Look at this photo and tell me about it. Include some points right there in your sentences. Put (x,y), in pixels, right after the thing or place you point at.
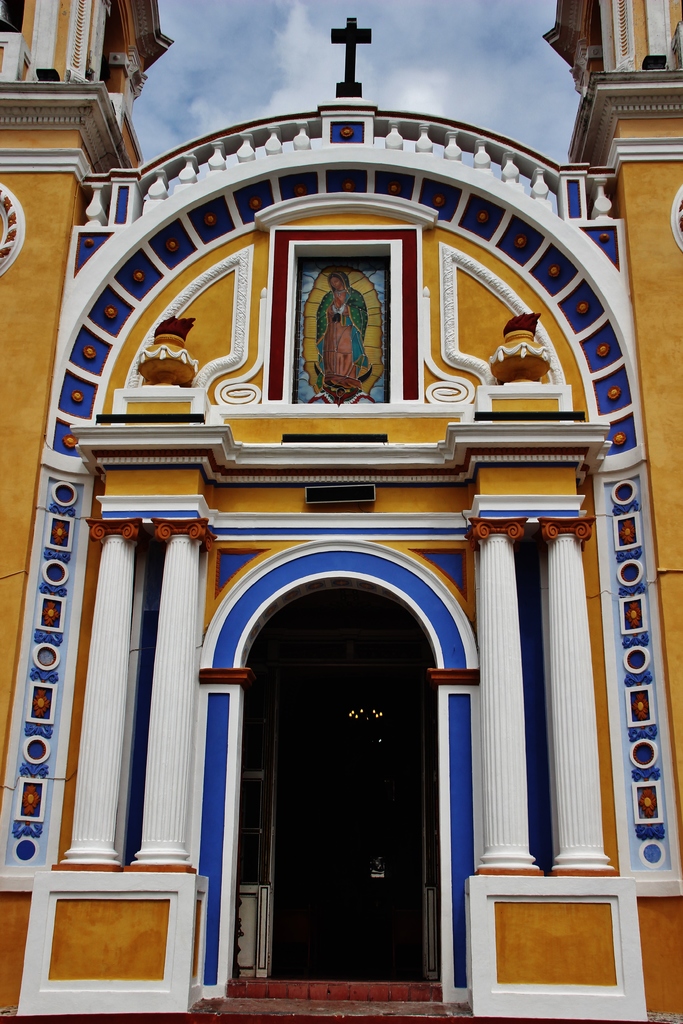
In this image there is a church (409,430), at the top (463,85) there is the sky (302,49).
